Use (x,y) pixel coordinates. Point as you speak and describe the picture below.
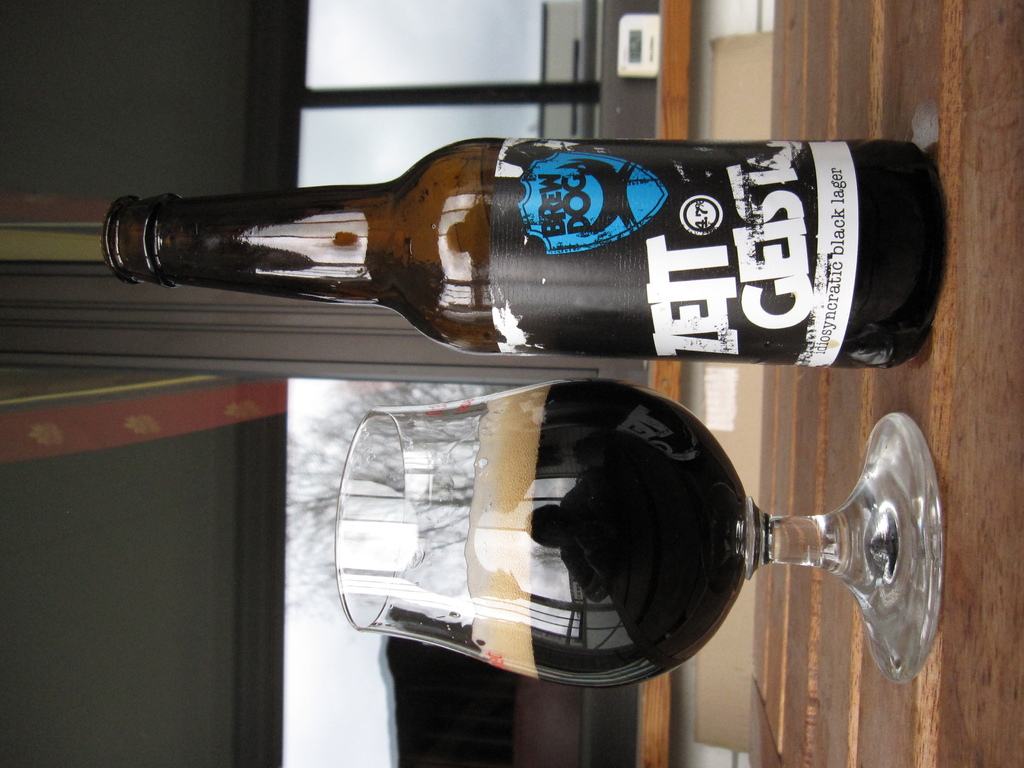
In this image we can see a bottle (584,237) with a label (694,216) on it and a glass (555,585) with drink (554,503) placed on the table (946,453).
